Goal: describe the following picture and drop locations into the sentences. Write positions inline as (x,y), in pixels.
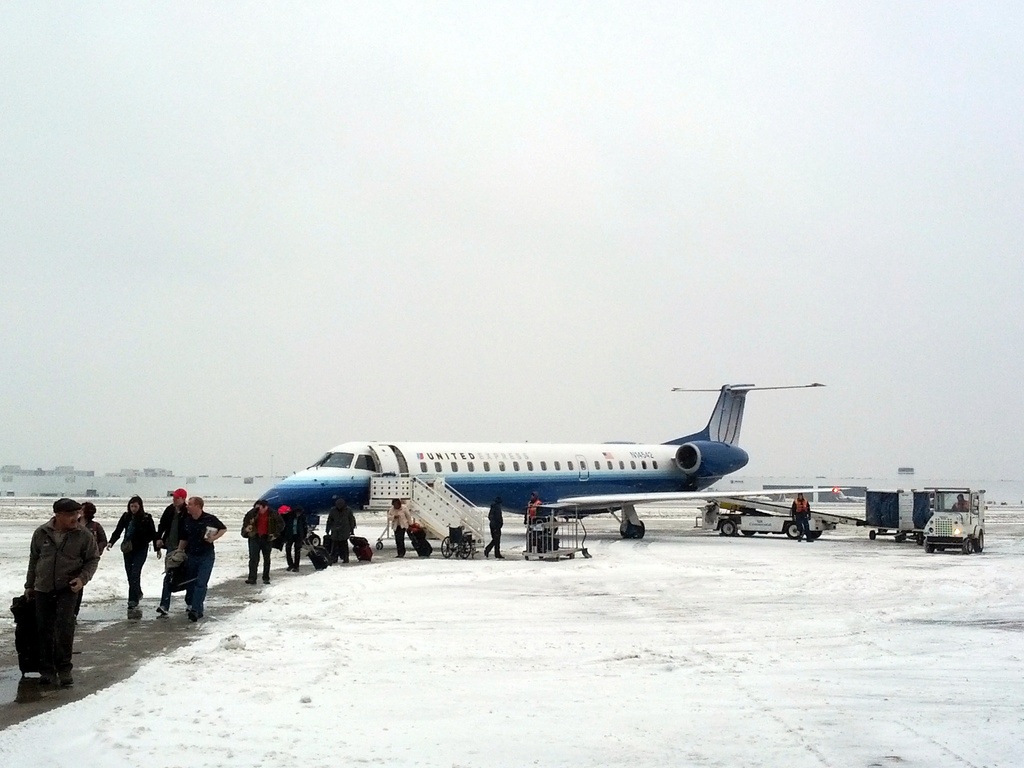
In this image we can see the airplane (498,488) with stairs (438,516) on the ground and there are vehicles (907,508) and stand (548,556). There are people (208,542) walking on the ground (324,627) and holding bags (321,553). At the back (29,480) it looks like a building (41,474) and at the top (557,184) we can see the sky (552,134).
